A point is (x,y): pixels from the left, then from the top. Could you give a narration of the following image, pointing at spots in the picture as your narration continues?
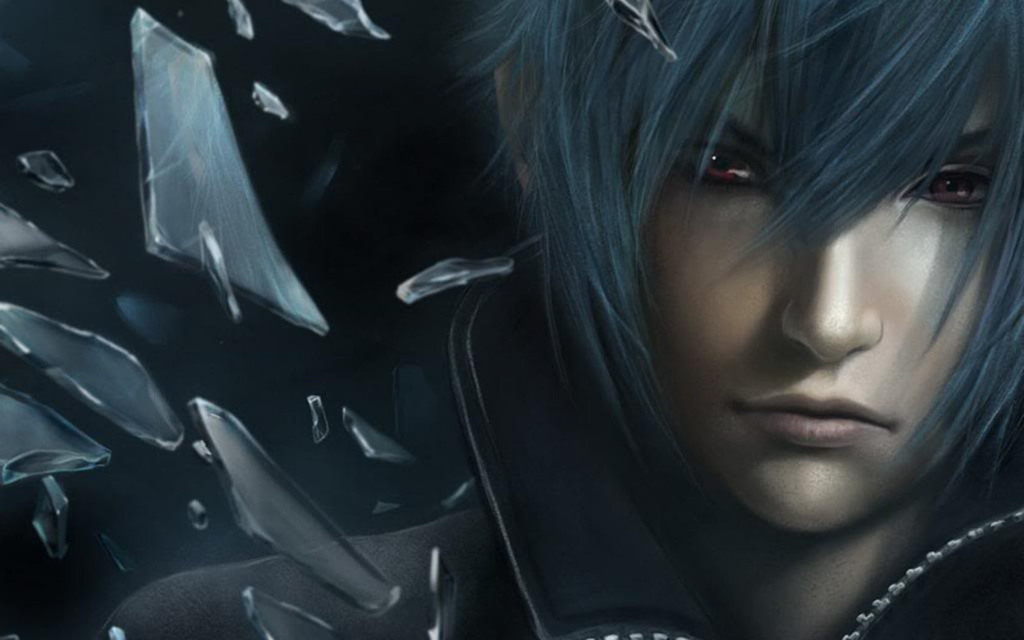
This is an animation picture. In this image there is a person (779,381) with black jacket (483,560). On the left side of the image (133,377) there are broken glasses (209,93) in the air (343,101). At the back (270,316) there is a black background (376,115).
